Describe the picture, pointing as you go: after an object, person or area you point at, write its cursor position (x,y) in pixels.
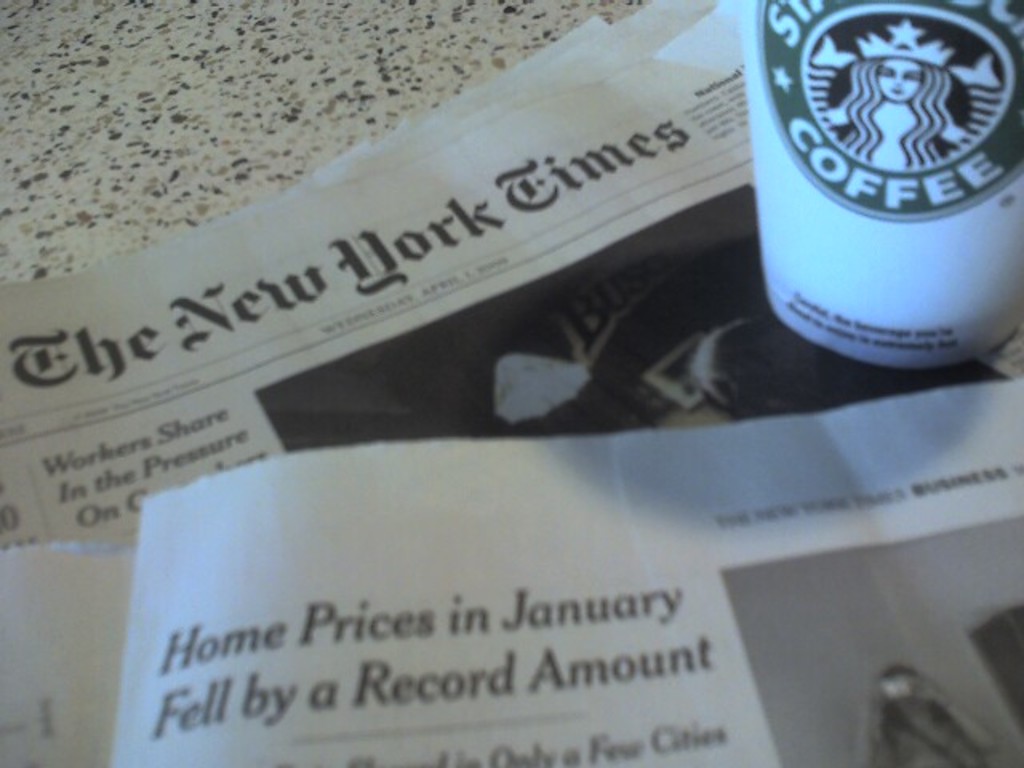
In this image there is a table (193,125) with a few newspapers (477,410) and a coffee tumbler (927,182) on it.
